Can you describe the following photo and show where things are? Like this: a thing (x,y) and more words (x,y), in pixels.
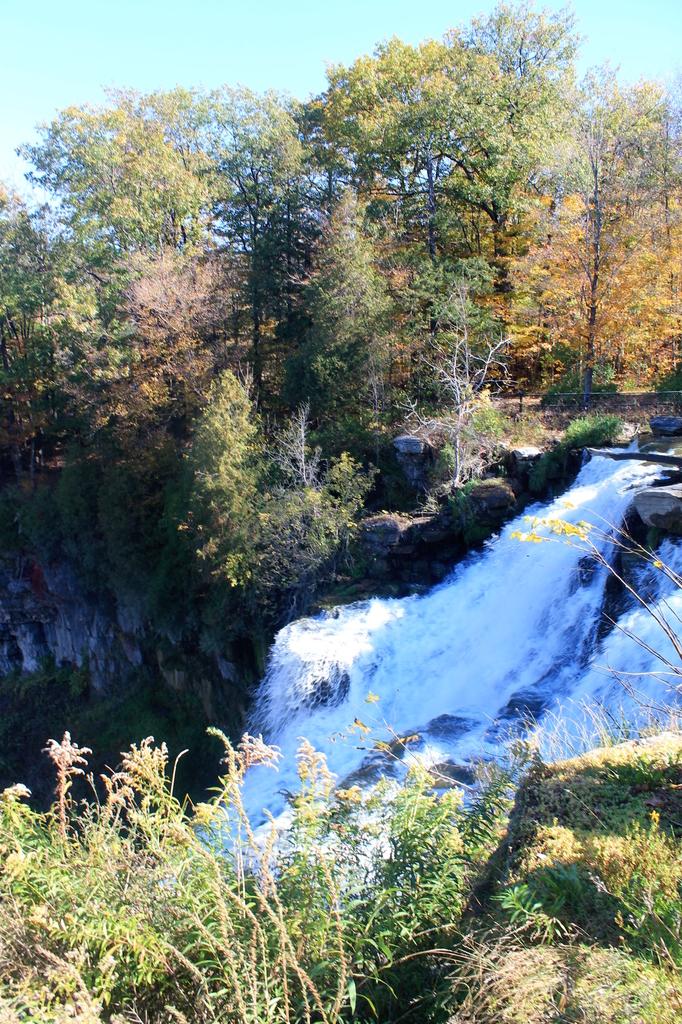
In this picture I can see the plants (228,827) in front (88,869) and in the middle of this picture (327,458) I can see the waterfall (399,631) and number of trees (337,364). In the background (228,81) I can see the clear sky (364,12).
